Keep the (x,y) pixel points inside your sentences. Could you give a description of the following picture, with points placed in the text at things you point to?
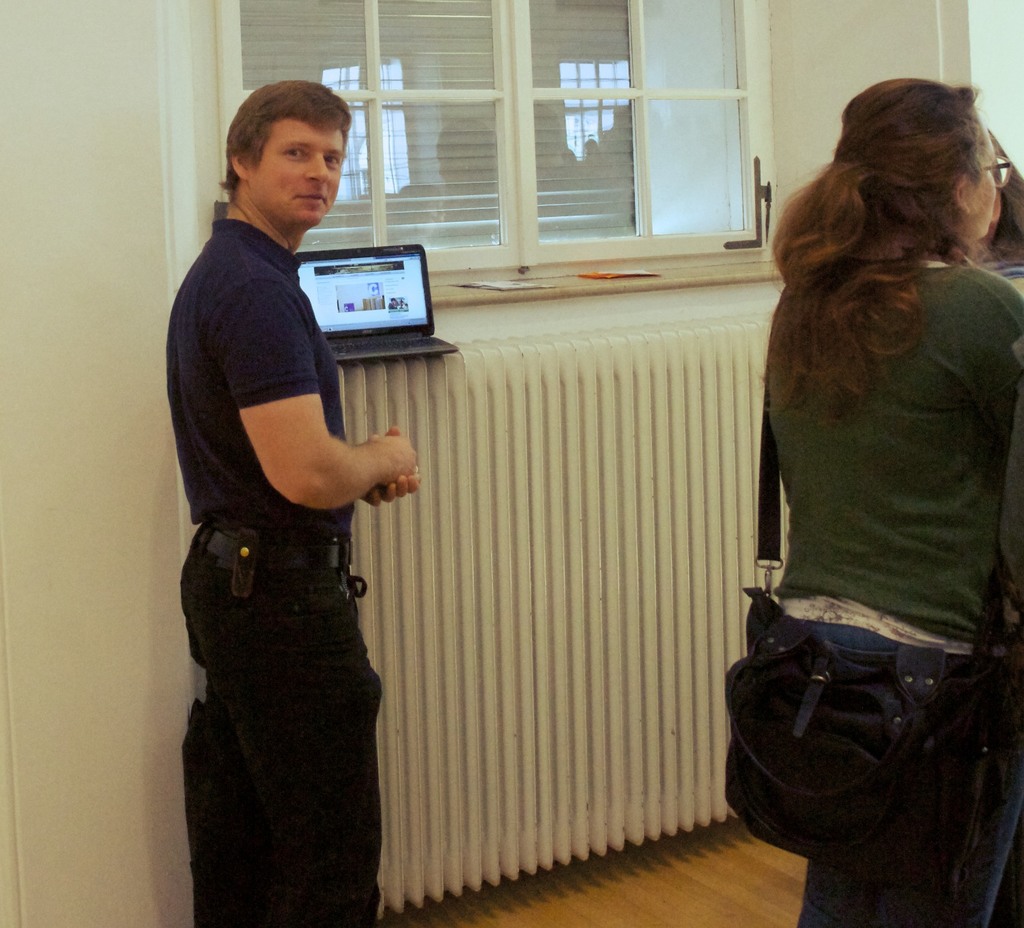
Here we can see people (1003,286). This woman (914,301) wore a bag (856,801). Beside this person (288,372) there is a laptop (431,314). In-front of this window (467,61) there are papers (596,277) and laptop (376,321).
